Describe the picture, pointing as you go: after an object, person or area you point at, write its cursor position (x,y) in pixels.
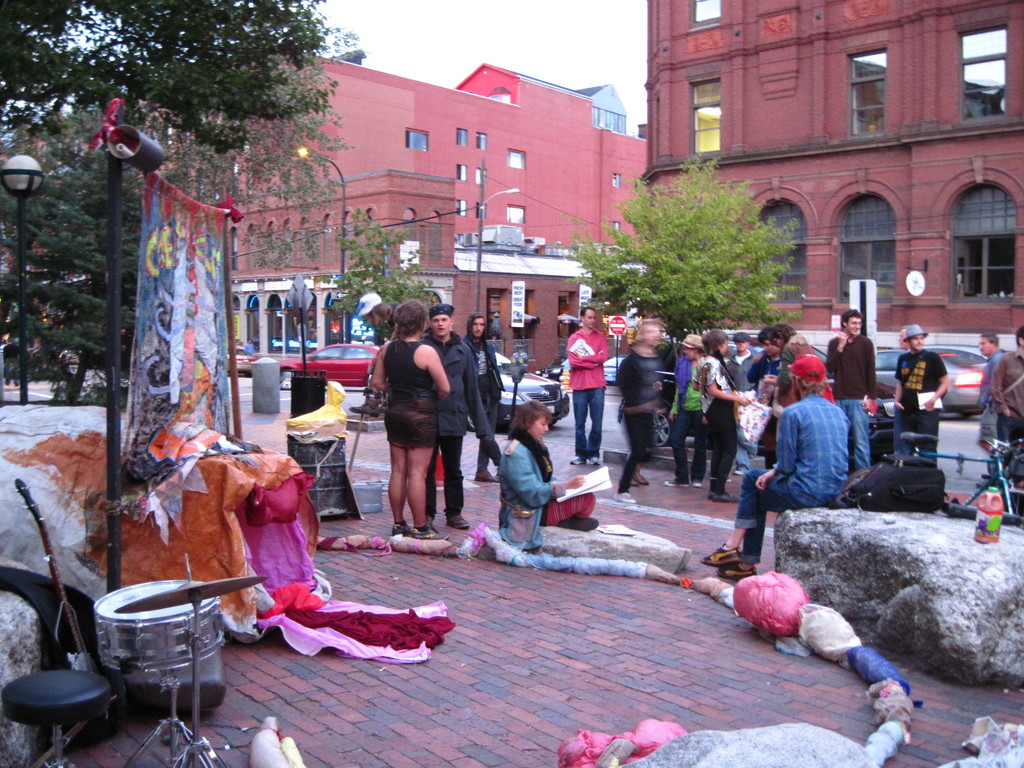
In this picture there are group of people (1000,385) standing and there are two persons (826,437) sitting on the rock (801,554). There is a bag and bottle (990,501) on the rock (1004,562). At the back (561,425) there are buildings (573,221), trees (639,252), poles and there are vehicles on the road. There is a bicycle (955,514) behind the rock (1021,551). In the foreground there are musical instruments (204,608). At the top (377,17) there is sky (449,55). At the bottom (705,716) there is a road (705,716).
